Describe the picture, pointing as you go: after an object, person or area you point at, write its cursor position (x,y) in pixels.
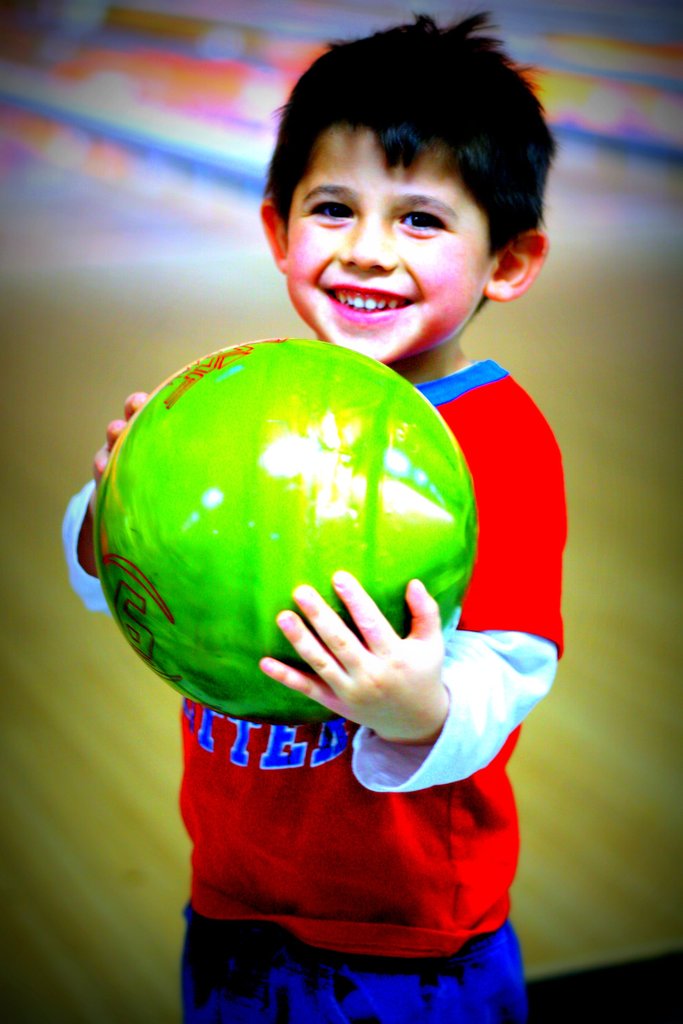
In this image I can see a child (423,636) wearing red t shirt (505,513) and blue pant (363,976) is standing and holding a green colored ball (349,396) in his hand (393,698) and I can see the blurry background (580,15).
